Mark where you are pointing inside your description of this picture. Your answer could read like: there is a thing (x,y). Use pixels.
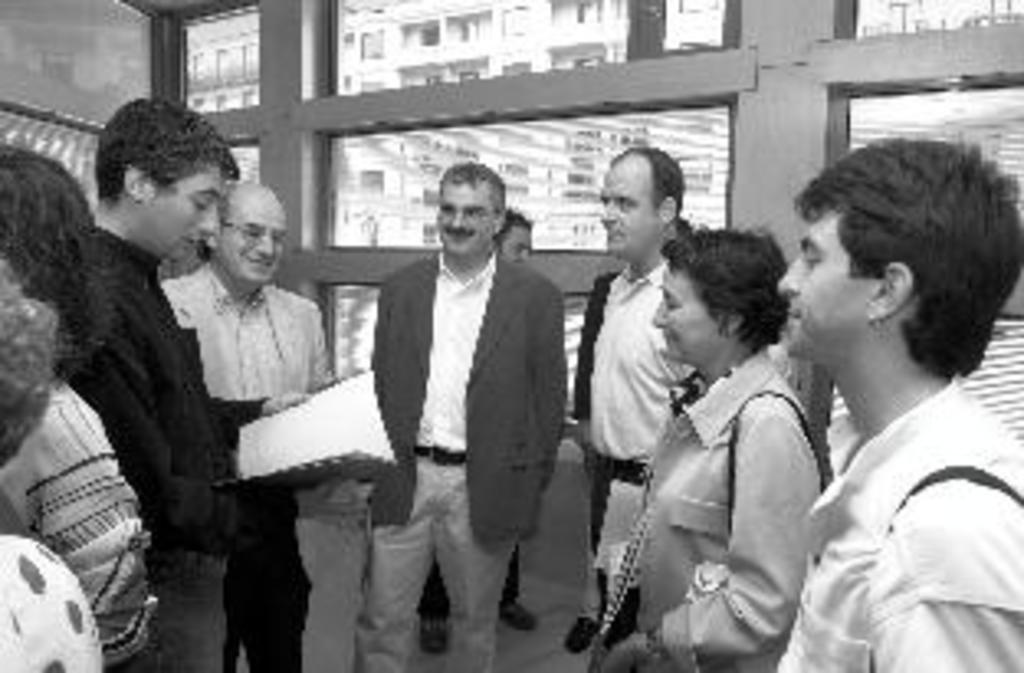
This is a black and white picture. Here we can see few persons (671,634) and he is holding a book (331,450) with his hands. In the background (554,10) we can see buildings (665,127) from the glass (372,166).
